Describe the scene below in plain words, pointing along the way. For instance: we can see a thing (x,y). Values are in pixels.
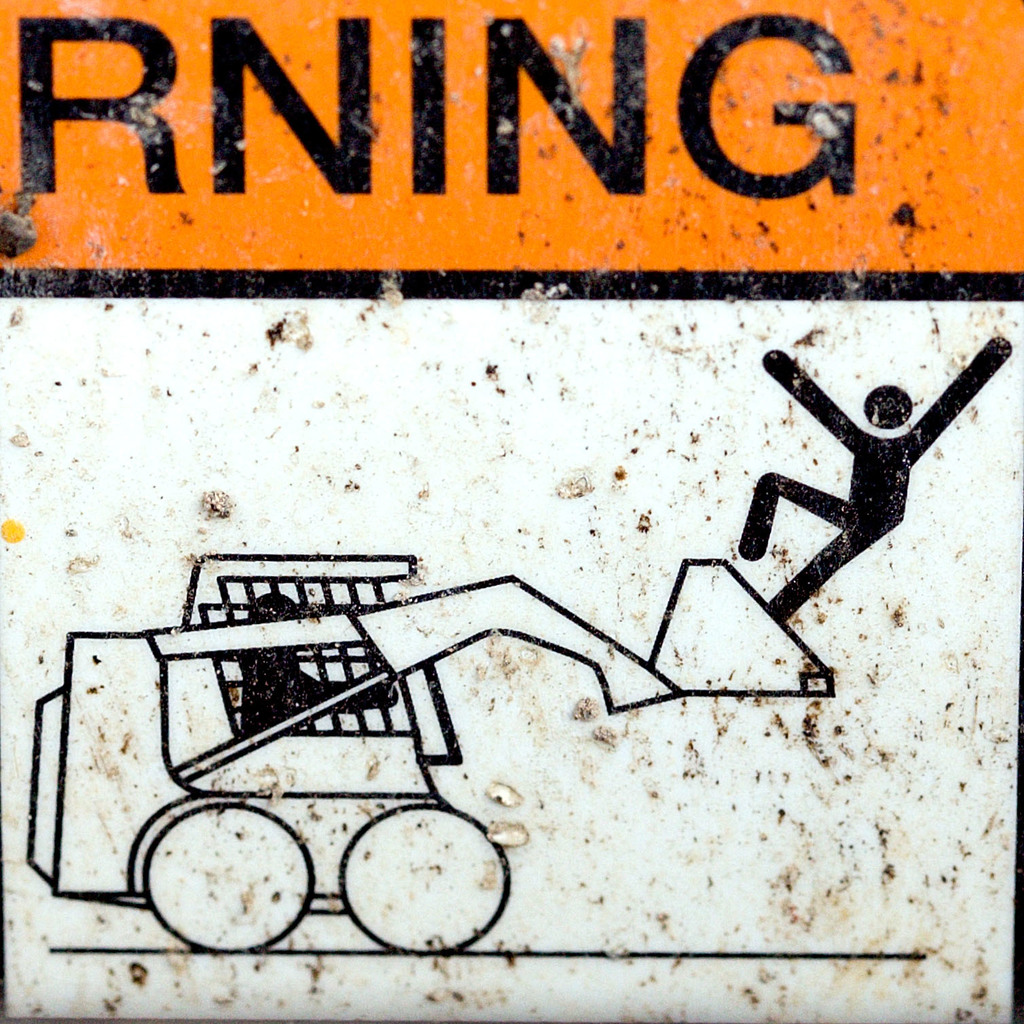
In this image we can see some pictures (808,395) and text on the surface (705,753).
